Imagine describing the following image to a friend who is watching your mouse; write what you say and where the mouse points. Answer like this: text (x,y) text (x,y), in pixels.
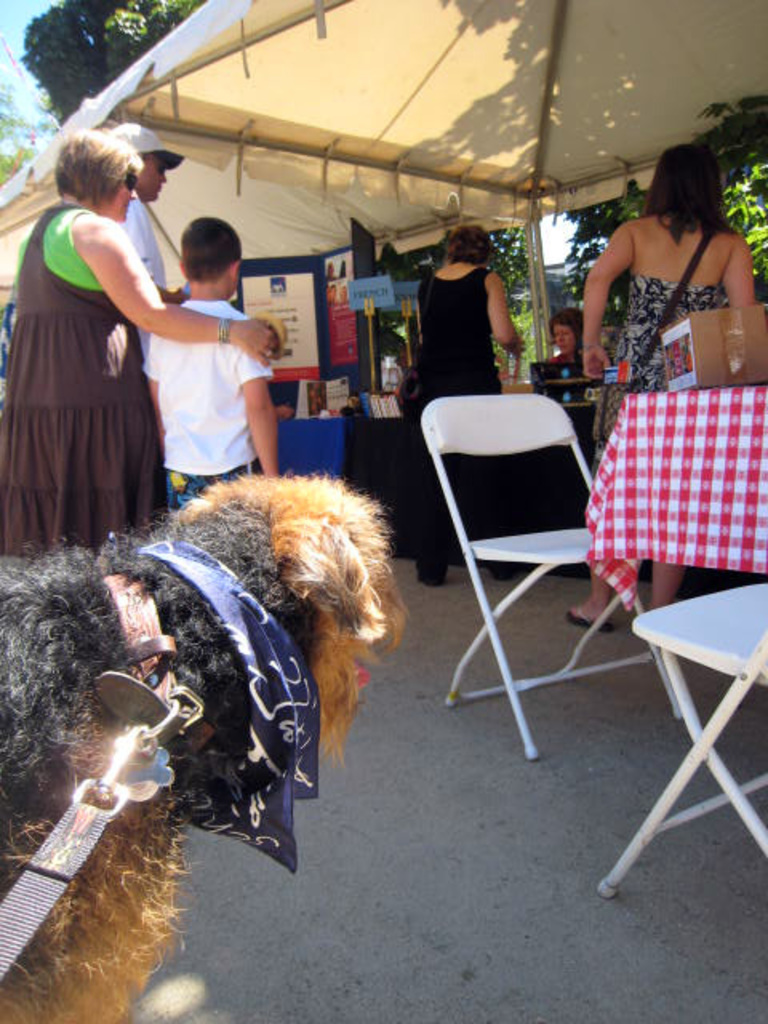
As we can see in the image there is a cream color cloth (374,90), few people (96,320) here and there, a tree (70,42), poster (341,327), chairs (573,534) and on the left side (110,666) there is a dog (206,673).
